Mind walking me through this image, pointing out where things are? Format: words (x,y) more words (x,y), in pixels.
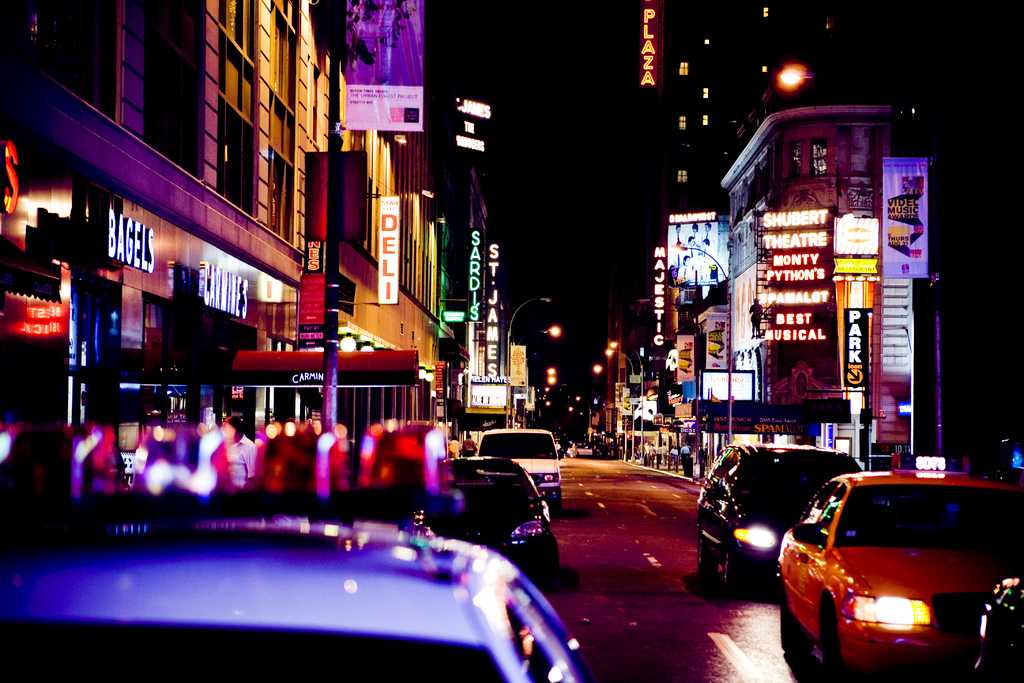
Here in this picture we can see buildings (735,304) and stores (761,294) present all over there on either side and we can see its hoardings (776,340) and lights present on it over there and on the road (574,499) we can see cars (450,516) present all over there and we can see light posts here and there and we can also see banners (366,97) here and there.
